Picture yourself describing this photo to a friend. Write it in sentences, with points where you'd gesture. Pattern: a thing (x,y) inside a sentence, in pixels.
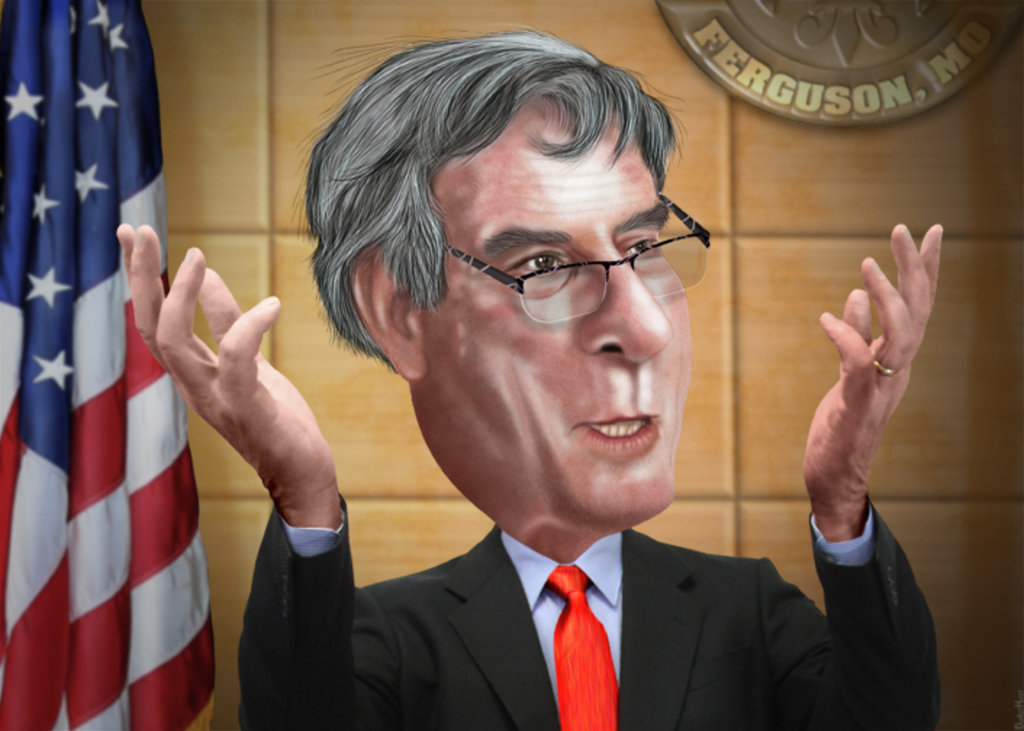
There is an animated image of a person (649,621) who is in coat (752,588). On the left side (72,595), there is a flag (147,200). In the background (787,101), there is a hoarding (735,83) on the wall (799,344).
